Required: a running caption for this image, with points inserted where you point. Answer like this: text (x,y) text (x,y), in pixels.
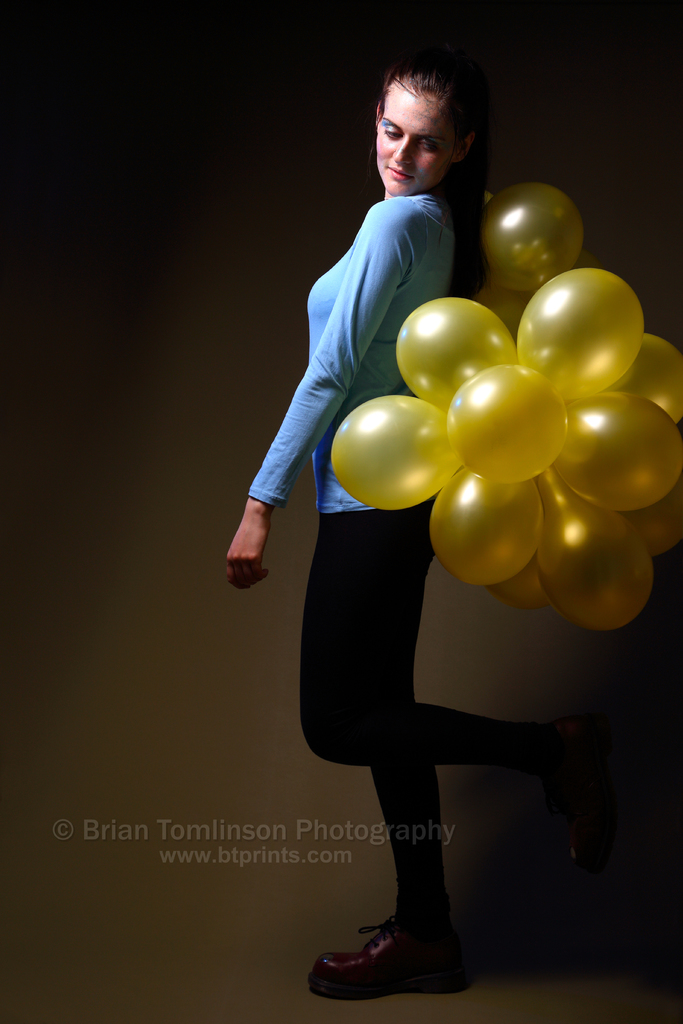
In this image, we can see a woman (405,850) is standing and looking towards balloons (495,367). Here we can see a watermark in the image. Background (79,921) we can see brown color.
